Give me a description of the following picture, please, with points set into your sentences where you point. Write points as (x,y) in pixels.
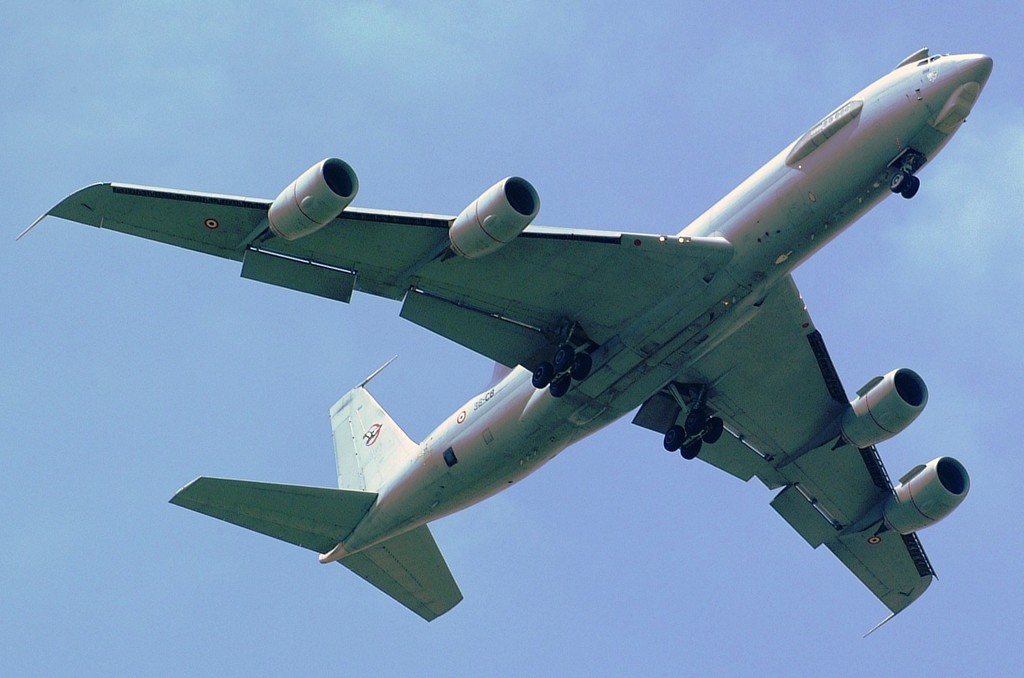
Here we can see an aeroplane (321,188) flying in the sky (591,147).
